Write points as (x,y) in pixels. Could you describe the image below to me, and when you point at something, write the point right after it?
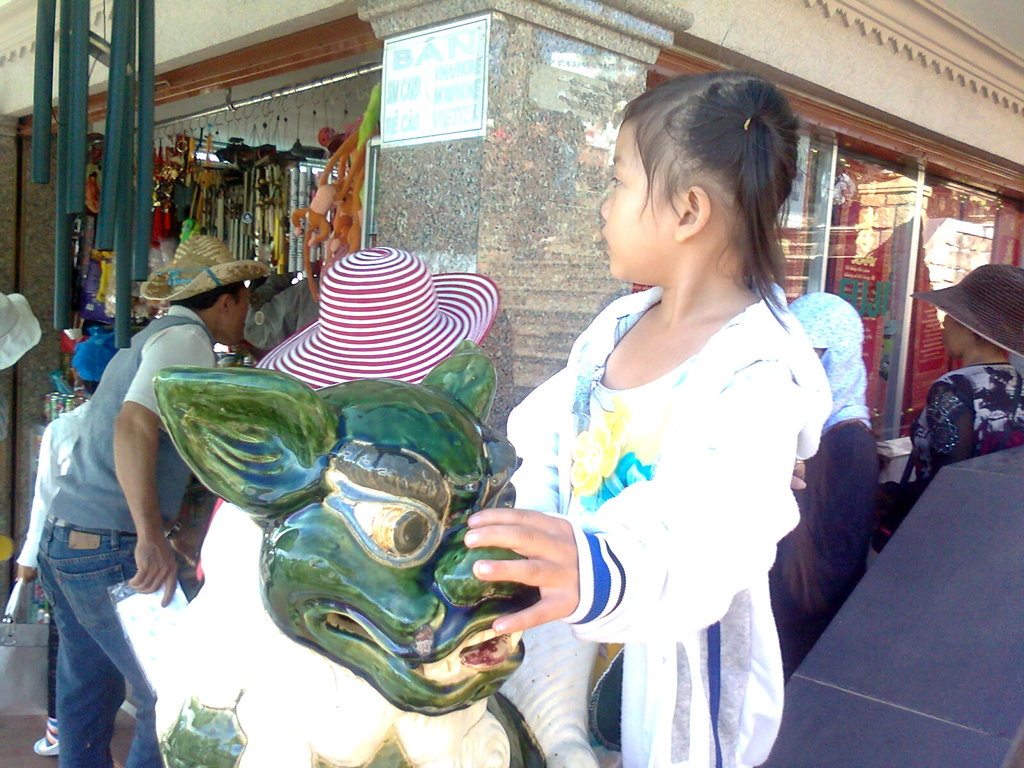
This image is taken outdoors. In the background (187,9) there is a building (784,29) with walls (321,12) and doors (949,198). There is a pillar (509,244). There are many things (213,234) and objects (362,159) in the store (121,266). There is a board (439,83) with a text (464,121) on the pillar (446,175). In the middle of the image (360,473) there is a statue of an animal (432,678) and there are a few people (587,597) standing on the floor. A kid (651,319) is holding a statue (487,618). On the right side of the image (918,448) there are two persons (976,426) and there is an object (901,645).
